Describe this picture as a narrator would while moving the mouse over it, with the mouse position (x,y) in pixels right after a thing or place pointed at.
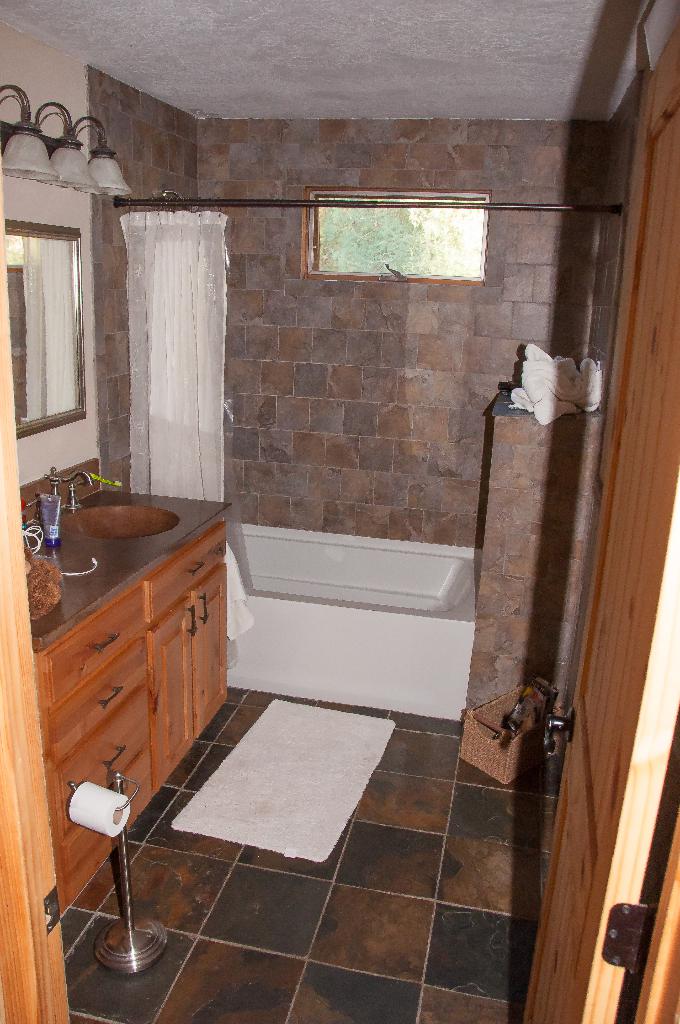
In this image I can see inside view of a room (247,567) and I can see a cabinet (64,563) on the cabinet (64,563) I can see sink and glass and I can see a stand (125,871) visible on the floor (344,931) and on the right side (591,626) I can see a door (628,529) and in the middle (444,680) I can see window (459,247) attached to the wall (336,426) and a bath tub (312,552) and a curtain (215,275) hanging through the rod (256,203) and lights (11,151) and a mirror (56,300) visible on the left side (40,309).
